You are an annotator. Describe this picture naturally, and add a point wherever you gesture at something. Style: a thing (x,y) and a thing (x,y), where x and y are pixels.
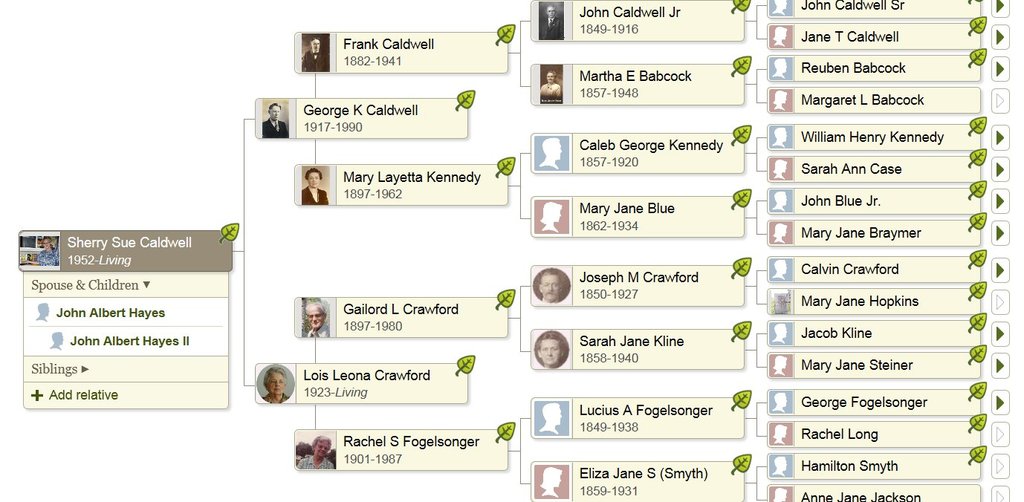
In this picture, we see the list of names (354,369) and the images of the people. In the background (216,126), it is white in color.
